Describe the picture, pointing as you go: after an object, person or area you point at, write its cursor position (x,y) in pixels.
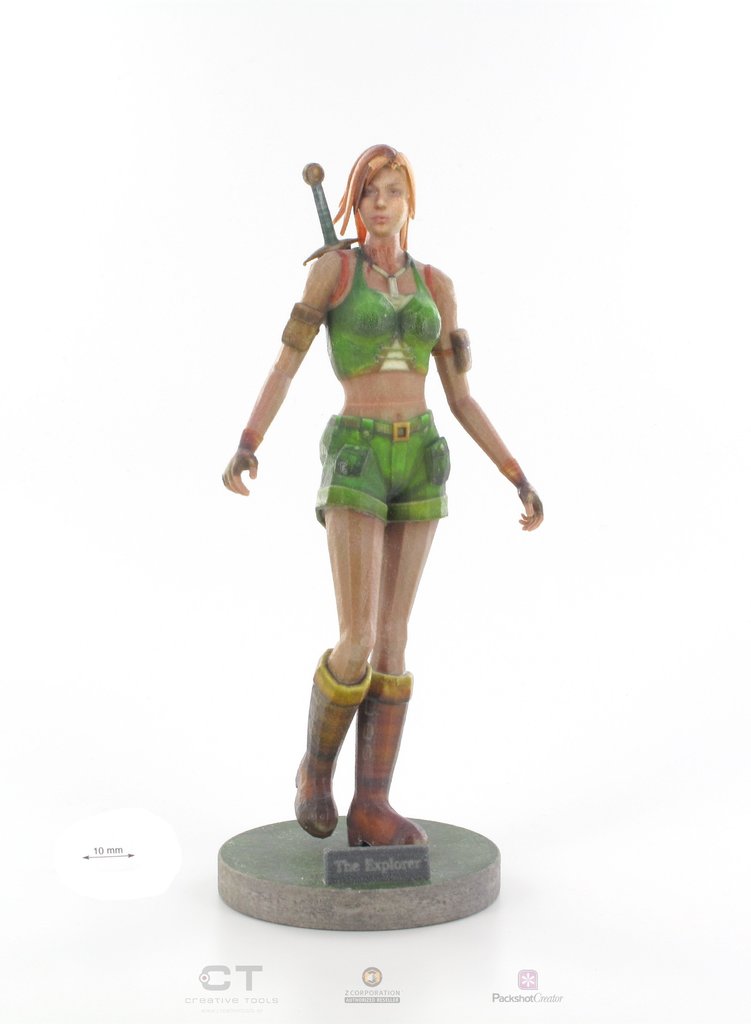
In this image I can see in the middle (371,451) it is a doll (407,544) in the shape of a woman (348,550).
